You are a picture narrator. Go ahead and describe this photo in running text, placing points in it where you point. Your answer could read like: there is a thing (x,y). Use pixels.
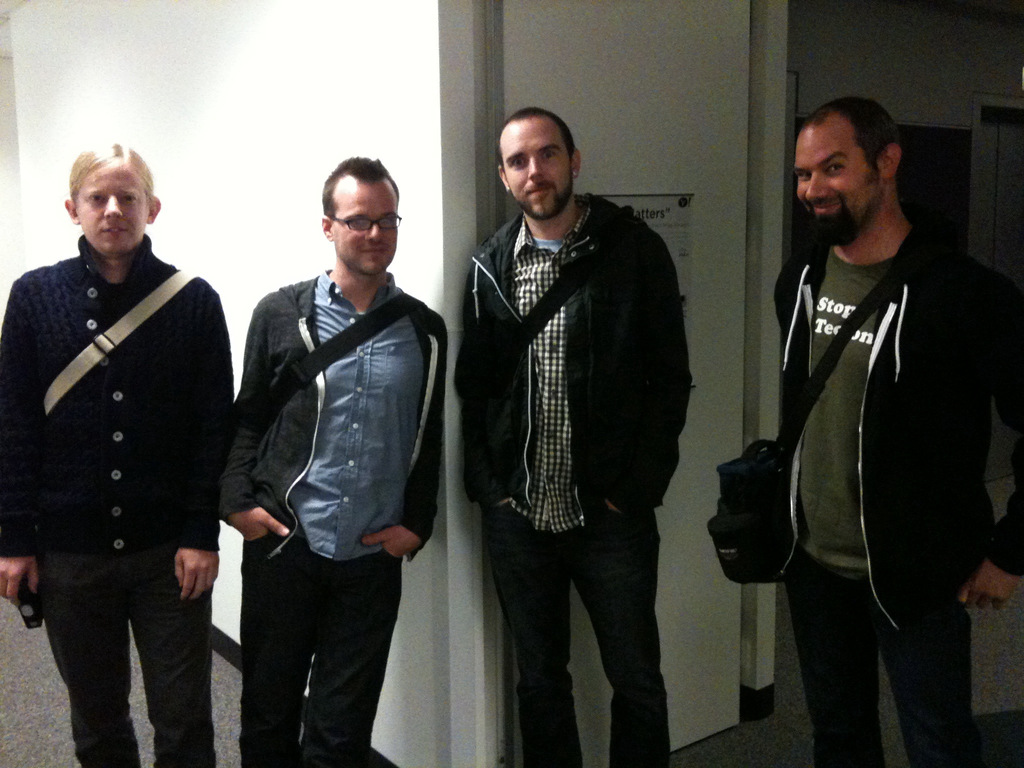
In this picture four persons (401,341) are standing and giving some still. Four persons (296,306) wore black jacket (262,357) and black trouser (314,618), back side of them there is a white wall (249,127). This man (365,261) wore spectacles (390,226) and kept his hands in his pockets (264,566).
